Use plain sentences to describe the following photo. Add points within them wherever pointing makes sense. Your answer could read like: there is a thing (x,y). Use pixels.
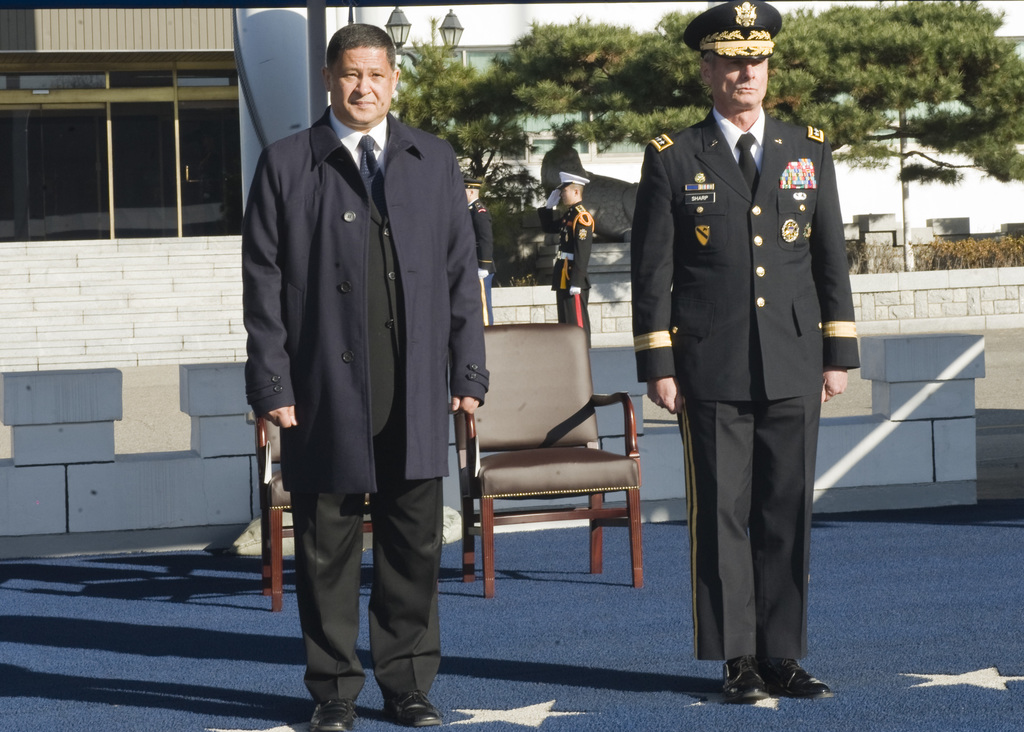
This picture shows couple of men (374,137) standing and we see two chairs (478,477) on their back and few trees (634,79) and buildings (291,36) and few people (491,299) standing on the back (567,269) and man (687,273) wore a cap (761,50) on his head (754,105) and a black suit (818,235).
